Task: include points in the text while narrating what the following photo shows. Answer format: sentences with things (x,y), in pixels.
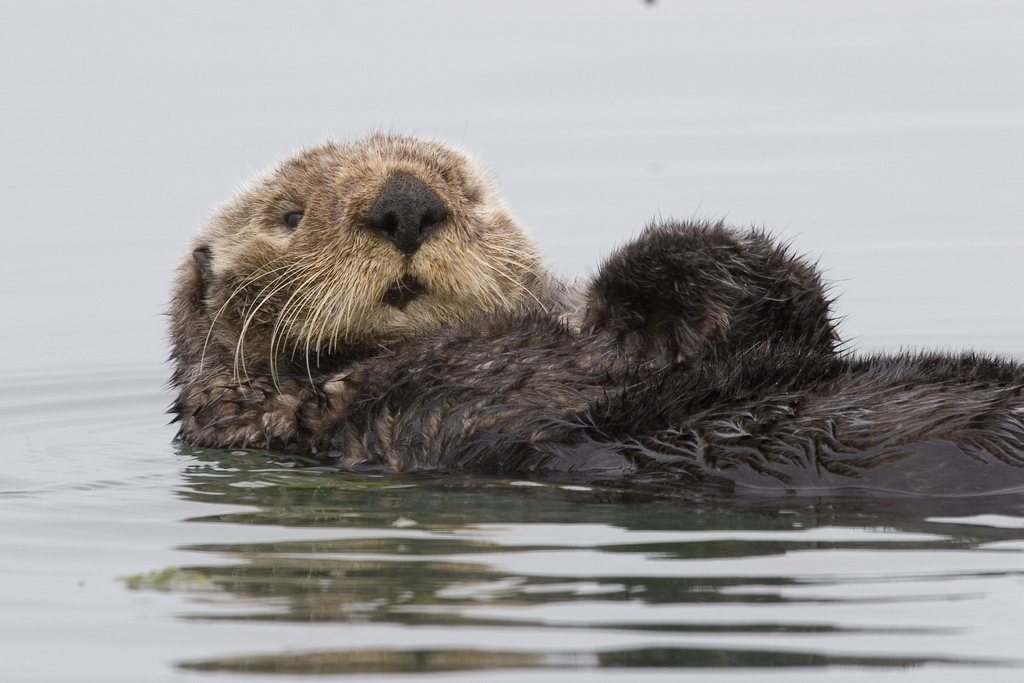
In this image, we can see an animal (300,375) and some water (678,192).
